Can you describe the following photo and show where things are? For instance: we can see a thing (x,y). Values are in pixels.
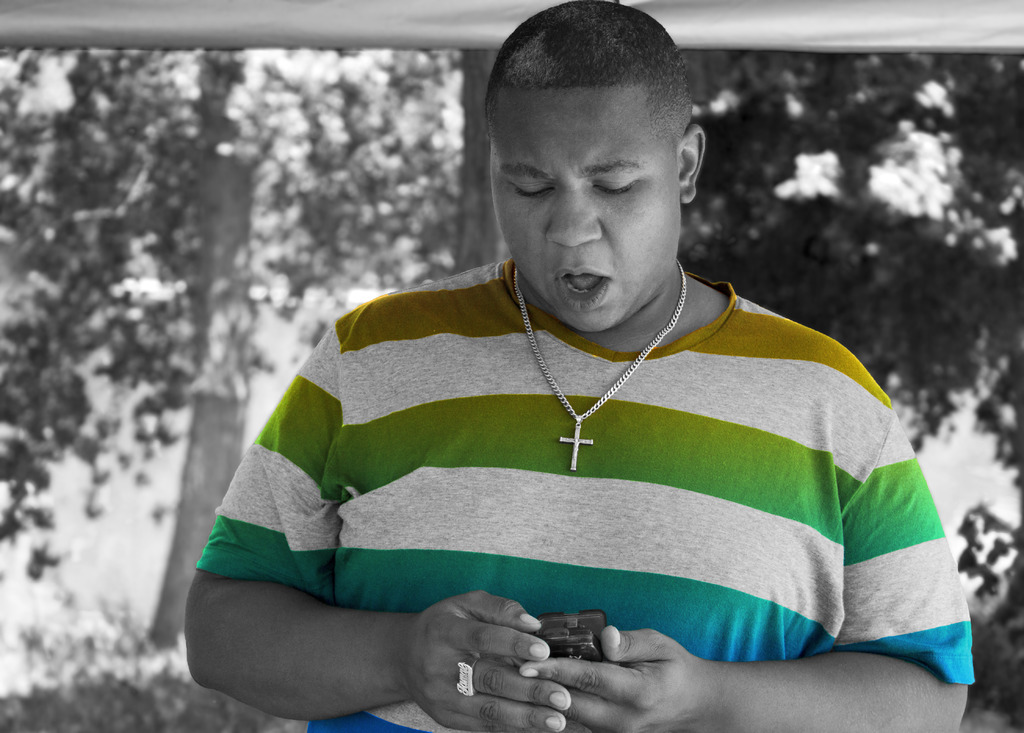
In the center of the image (587,430) we can see one person (645,475) is standing and he is holding some object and he is in a multi color t shirt (553,573). And we can see one chain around his neck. In the background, we can see it is blurred.
